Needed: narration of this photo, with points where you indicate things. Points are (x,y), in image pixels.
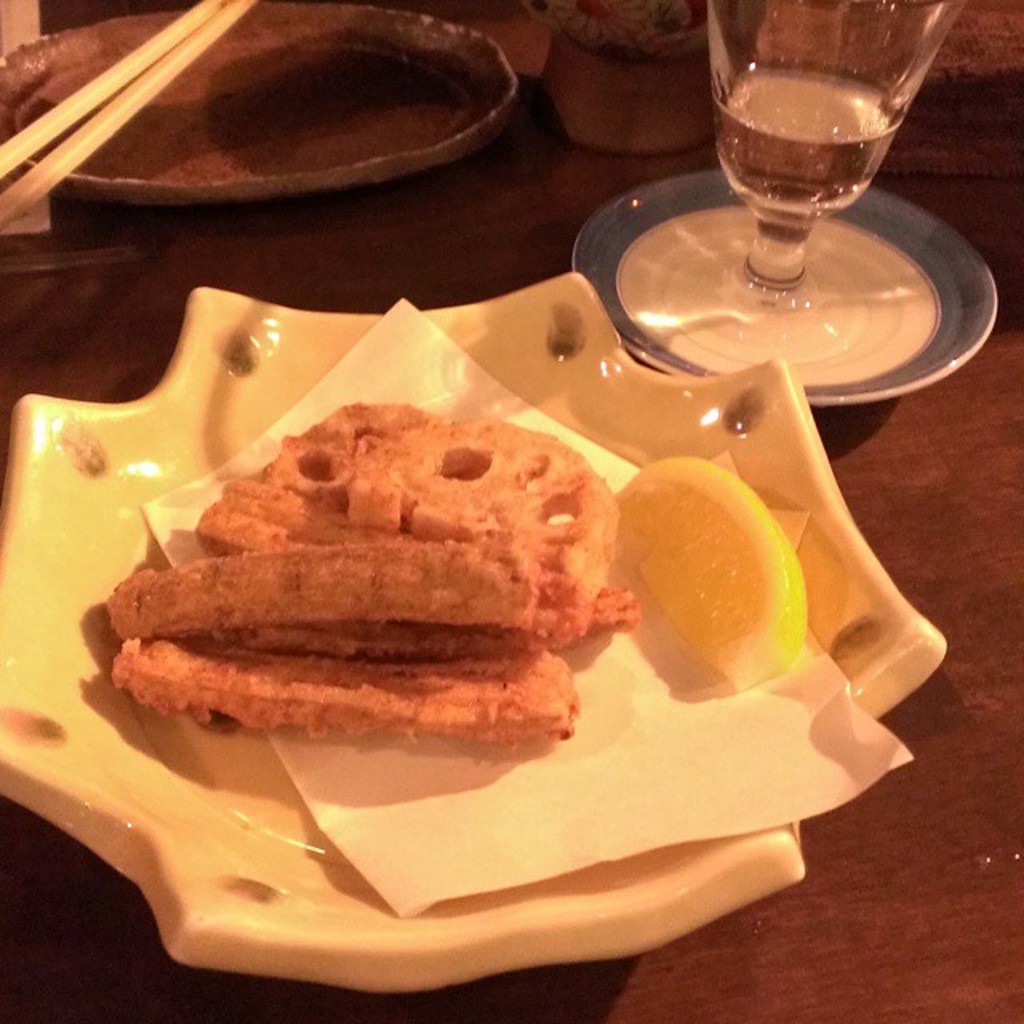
In the foreground of this picture (317,479), there is a platter (700,906) with tissue (527,832), food (584,598) and lemon (756,591) on it. In the background (702,264), there is a platter (189,112), chopsticks (123,112), glass (772,211) and few other objects (586,76) on the table (300,256).
